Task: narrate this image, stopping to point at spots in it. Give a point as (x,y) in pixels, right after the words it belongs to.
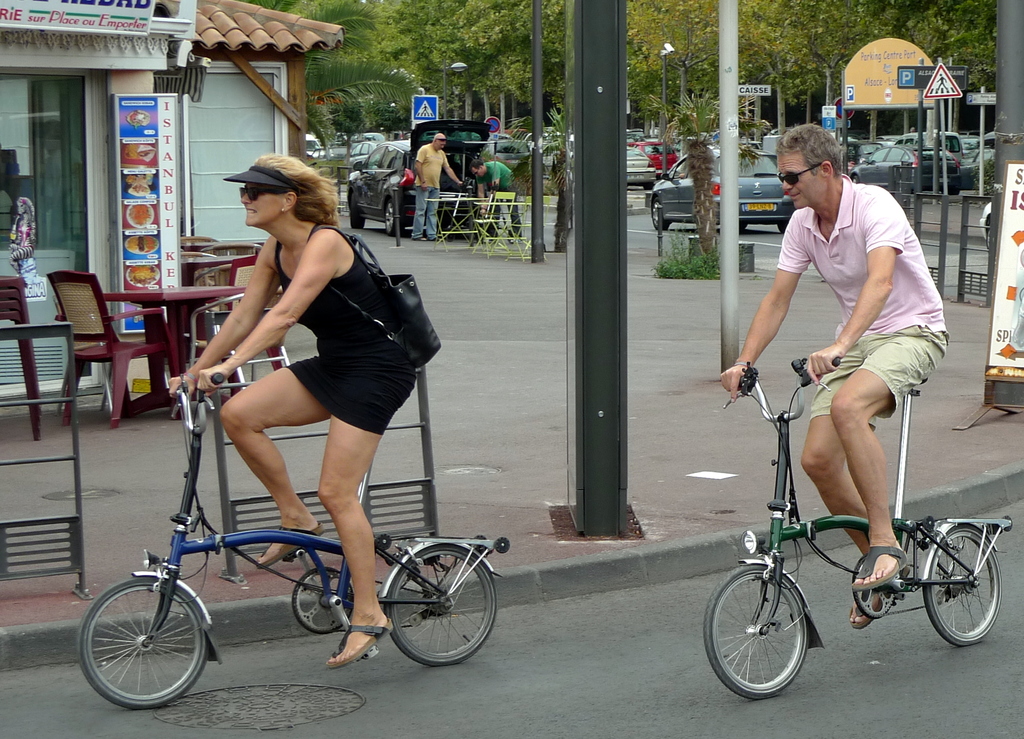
There are two people (854,456) cycling a bicycle (772,537). one is a woman (307,405) and the other guy (866,205) is a man (814,210). There are poles (732,71) and trees (692,173) here. In the background (390,184) we can see a car (410,188) and people (497,186) and a house (61,89) with tables (191,292) and chairs (88,328) in front of it.
